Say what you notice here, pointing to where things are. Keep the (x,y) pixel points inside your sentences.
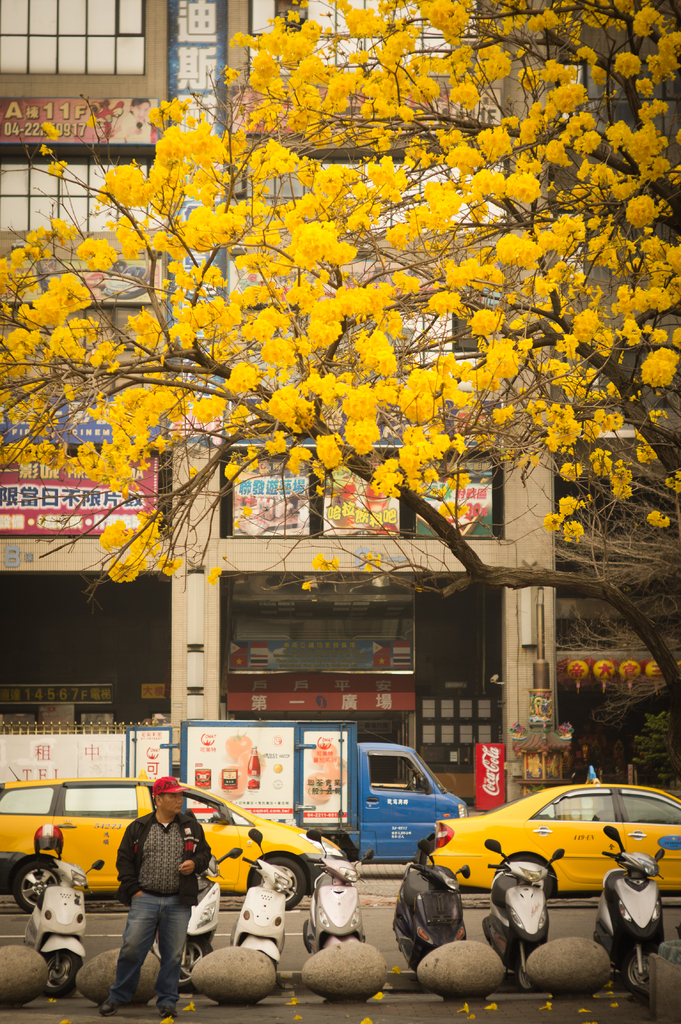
On the bottom left (197,822) there is a man (162,810) who is wearing cap (185,787), jacket (190,829), t-shirt (171,829), jeans (157,900) and shoe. He is standing near to the stones (343,976). On the bottom (648,948) we can see many bikes (355,933) which is parked near to the stones (451,978). Here we can see truck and two yellow color cars (443,843) on the road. On the background (479,773) we can see coca cola poster (482,809), fencing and street light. On the right (465,103) we can see yellow color tree (411,271). Here we can see a building (95,72).
